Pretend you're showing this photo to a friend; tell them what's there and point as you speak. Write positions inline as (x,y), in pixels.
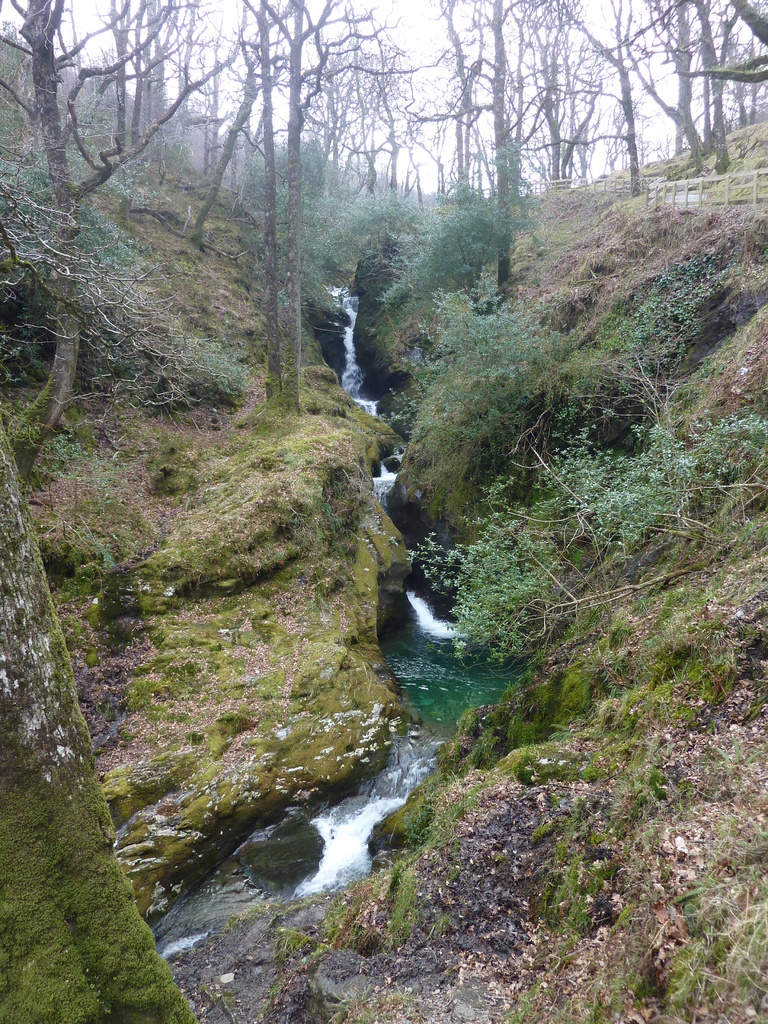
This image looks like it is clicked in a forest (336,497). On the left (79,530) and right, there are plants (162,365) and trees (38,254) along with green grass (482,722) on the ground (336,709). In the middle (437,660), there is water (399,780). On the right (693,204), we can see a fencing (627,181) made up of wood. At the top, there is sky (443,50).
